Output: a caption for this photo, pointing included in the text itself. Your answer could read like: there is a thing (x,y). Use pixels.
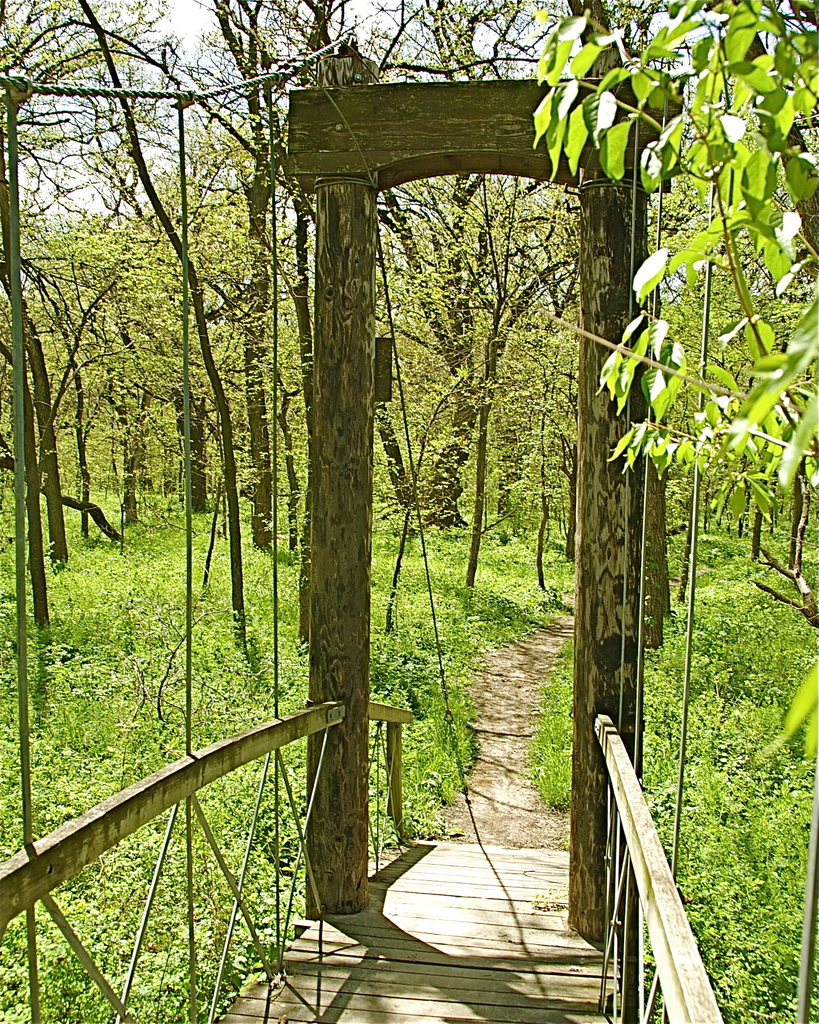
Background (60,596) there are plants (156,719) and trees (0,280). This is wooden bridge (467,948).
